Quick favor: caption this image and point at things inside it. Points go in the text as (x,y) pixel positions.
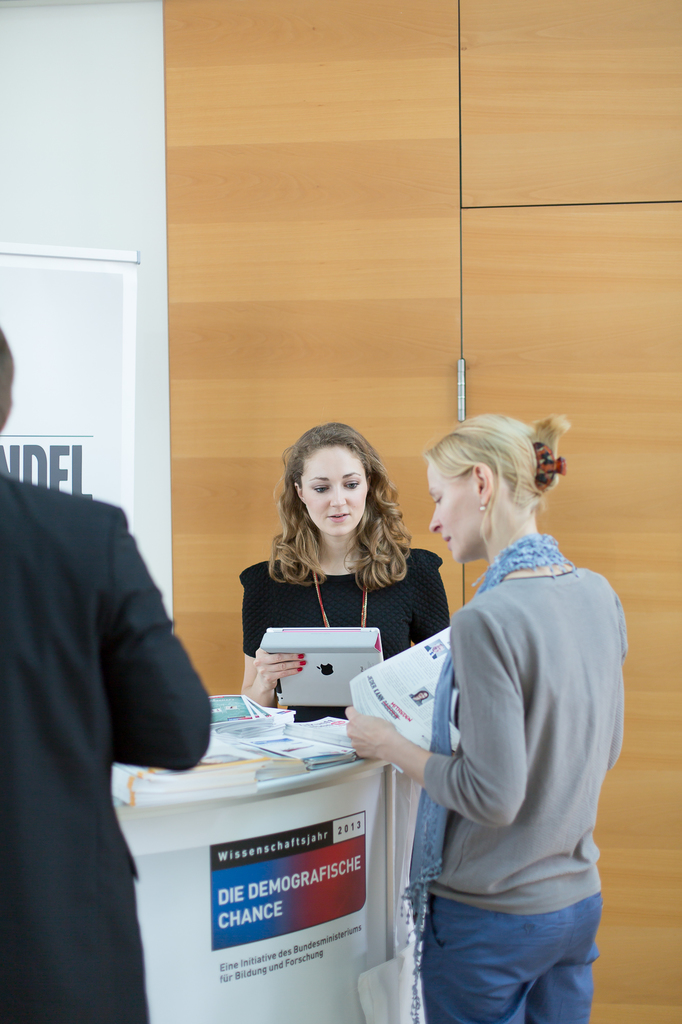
In the middle (388,632) a beautiful woman (379,616) is standing by holding the ipad (341,668) in her hands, she wore black color top (396,598). On the right side (569,664) a woman (592,796) is standing, she wore grey color top (549,749), on the left side (62,705) there is a person (80,763) wore coat (90,709).
